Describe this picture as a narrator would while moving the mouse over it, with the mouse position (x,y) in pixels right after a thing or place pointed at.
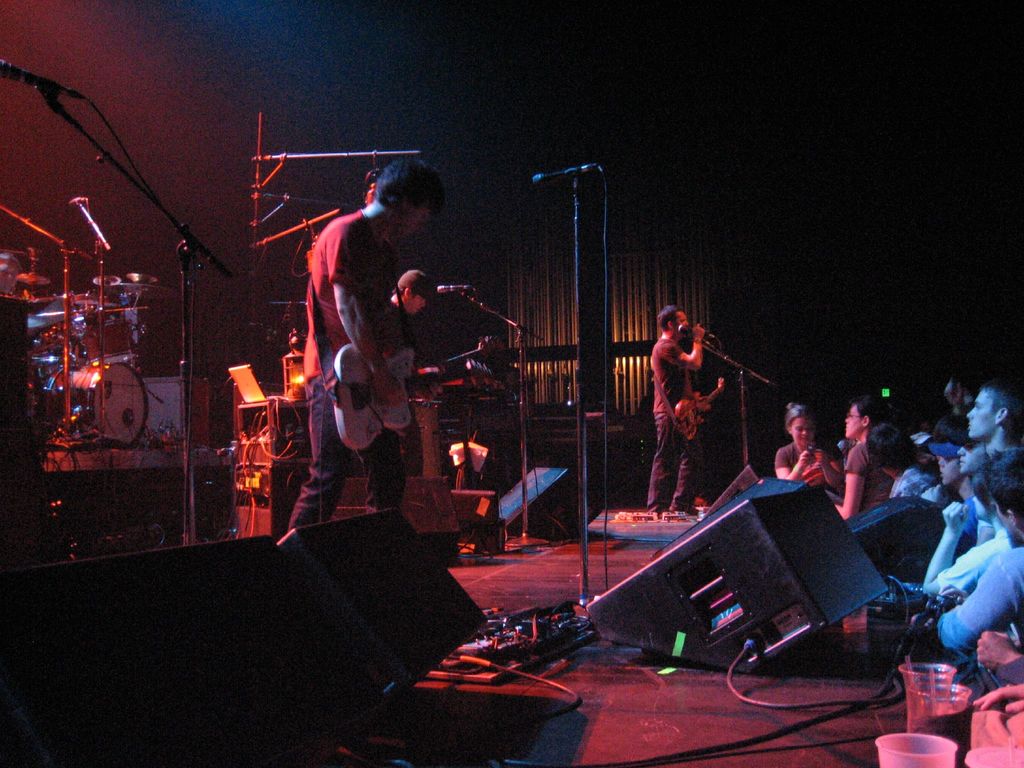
In this image there is a man (401,437) standing and playing a guitar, another man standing and playing guitar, another man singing a song in the microphone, and in back ground (742,400) there are drums (122,333), cymbals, microphone stand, speakers (334,531), cables (524,672), glass (931,668), group of people (992,390) standing.
